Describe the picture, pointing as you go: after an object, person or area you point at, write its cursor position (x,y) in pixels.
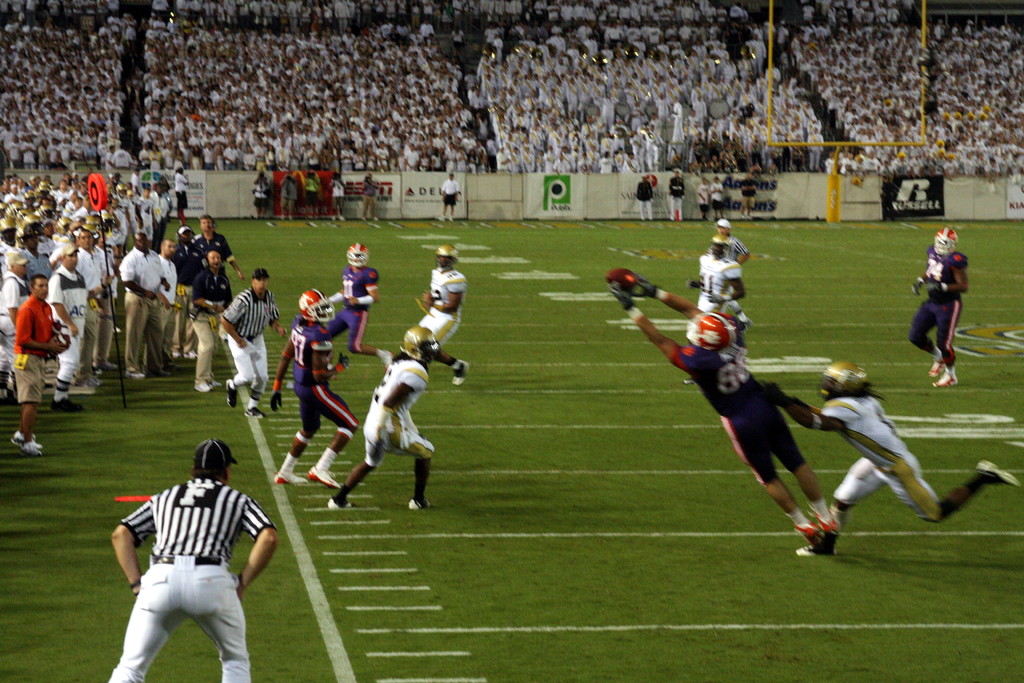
In this picture we can see some people (423,344) are playing on the grass (541,502), around we can see so many people (229,115) are watching the match, side we can see some banners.
